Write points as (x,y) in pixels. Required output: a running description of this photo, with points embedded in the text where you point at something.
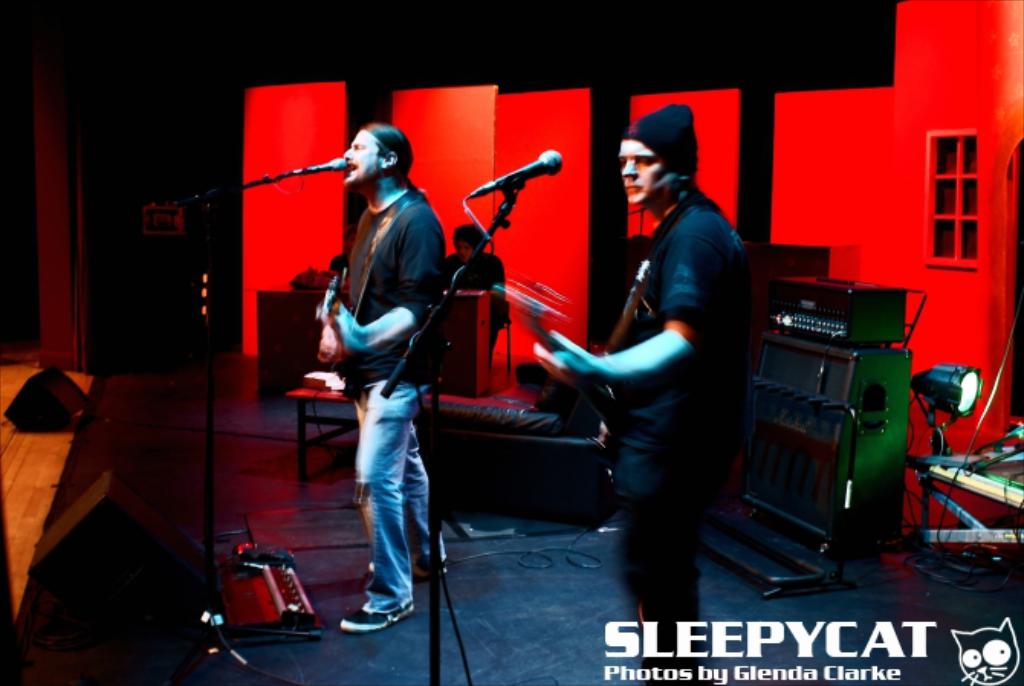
In the center of the image (429,229) there are two people (681,138) holding guitars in their hands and singing. There are mics (556,160). In the background of the image (913,185) there is a wall (863,145). There is a window (935,259). There are other musical instruments (874,415) in the background of the image (827,477). At the bottom of the image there is some text (604,641). To the left side of the image (5,500) there is a wooden flooring (32,492).
